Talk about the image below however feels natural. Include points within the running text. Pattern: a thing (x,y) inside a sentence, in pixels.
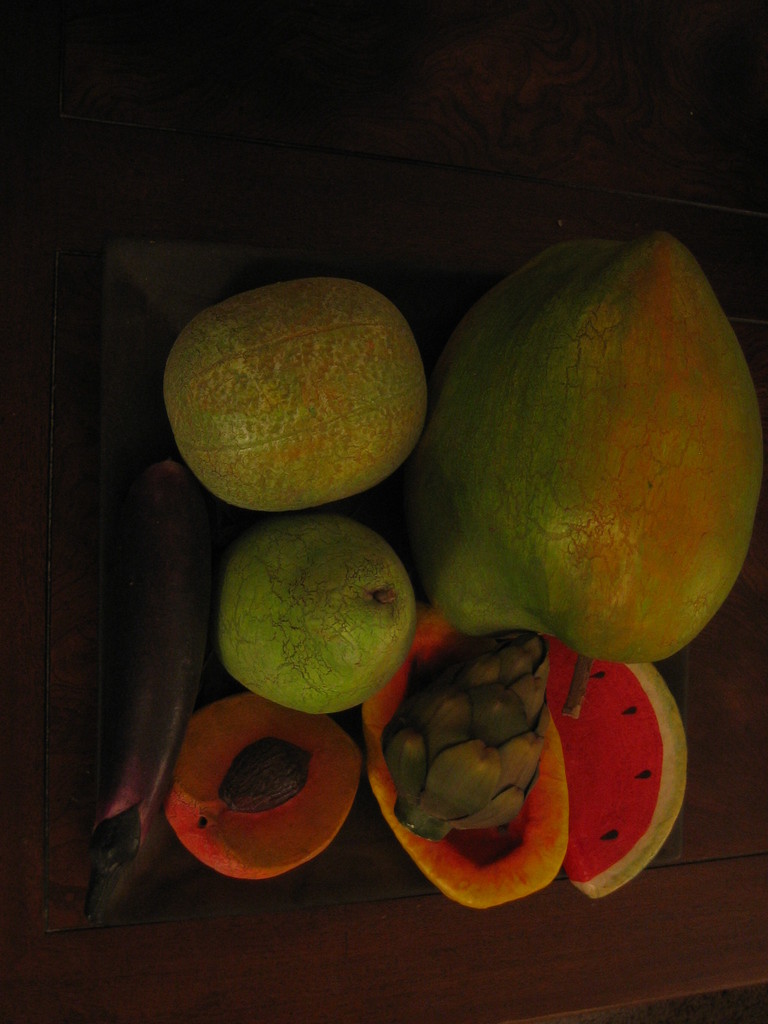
In this image I can see few fruits (627,798), they are in red, orange, brown and green color and I can see dark background (36,242).
